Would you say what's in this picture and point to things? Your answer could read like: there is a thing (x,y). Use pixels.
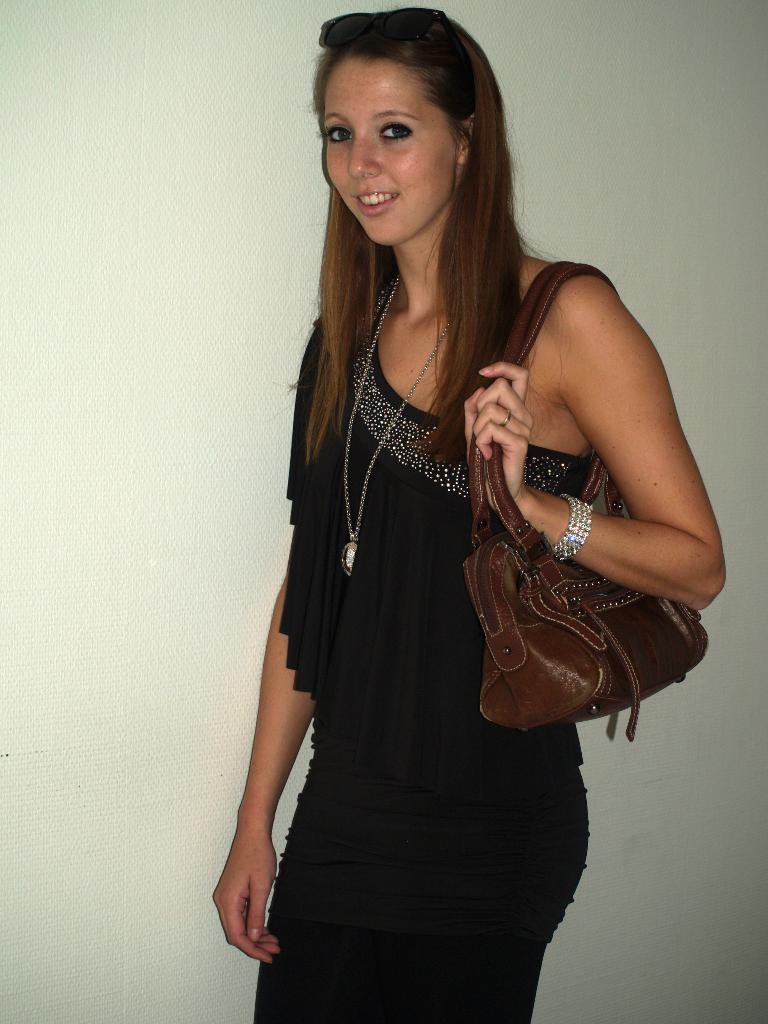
In this picture we can see a woman (465,614) is standing and smiling, she is carrying a bag (559,638), in the background (221,399) there is a wall (161,194).
